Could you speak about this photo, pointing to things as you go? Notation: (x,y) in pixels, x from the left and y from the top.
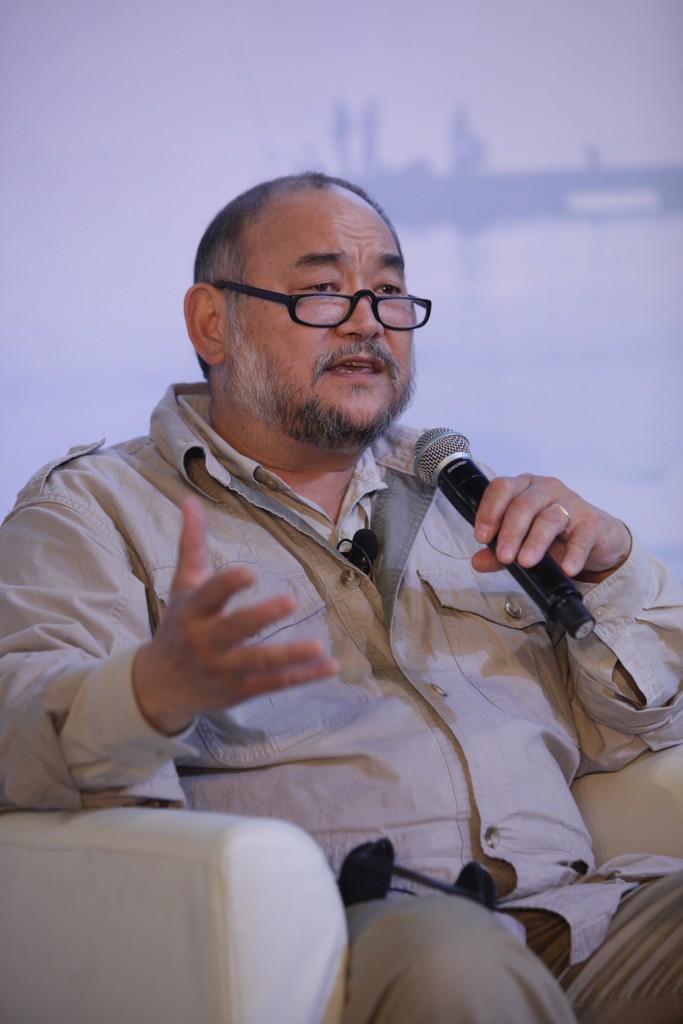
In the image we can see the man (311,645) sitting, he is wearing clothes (313,604), spectacles (313,296), finger ring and the man (534,603) is holding a microphone (513,570) in hand (538,548), and the background (292,73) is blurred.
